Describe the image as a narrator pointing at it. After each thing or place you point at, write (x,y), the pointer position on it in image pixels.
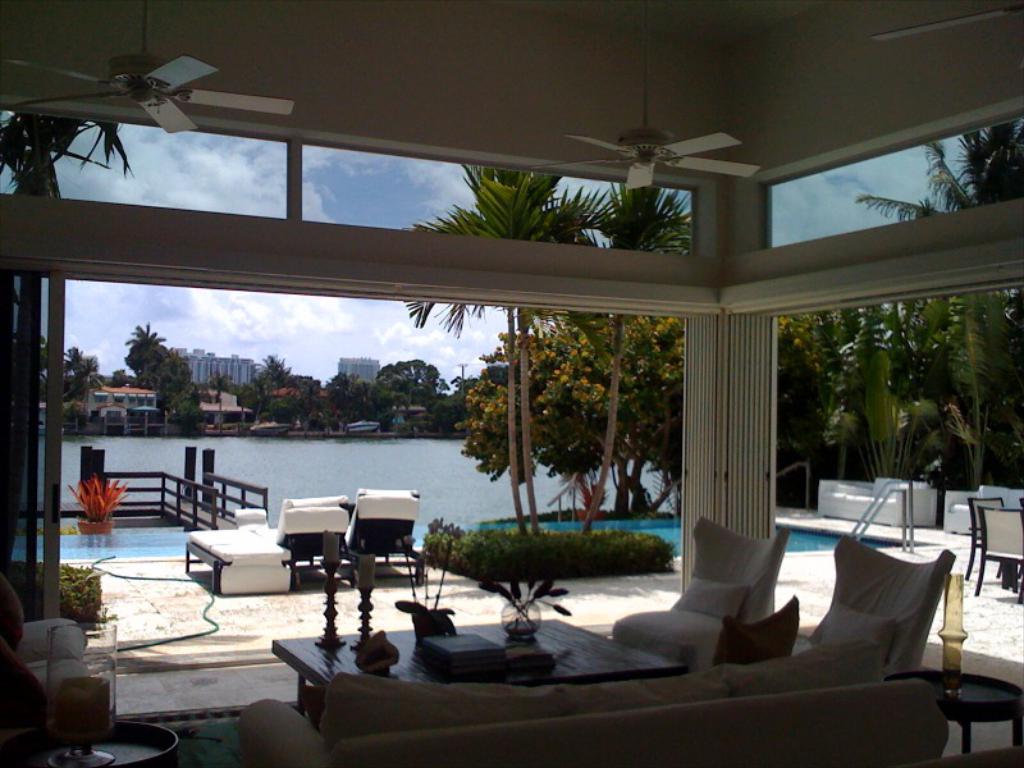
In this picture I can see candles (328,553) with the candle stands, a flower vase (513,610) and some other items (435,648) on the table (496,624), there are chairs (920,632), pillows (786,621), couch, fans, plants (986,448), water (333,454), wooden pier (213,506), buildings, trees (66,365), and in the background (382,302) there is sky (391,316).
